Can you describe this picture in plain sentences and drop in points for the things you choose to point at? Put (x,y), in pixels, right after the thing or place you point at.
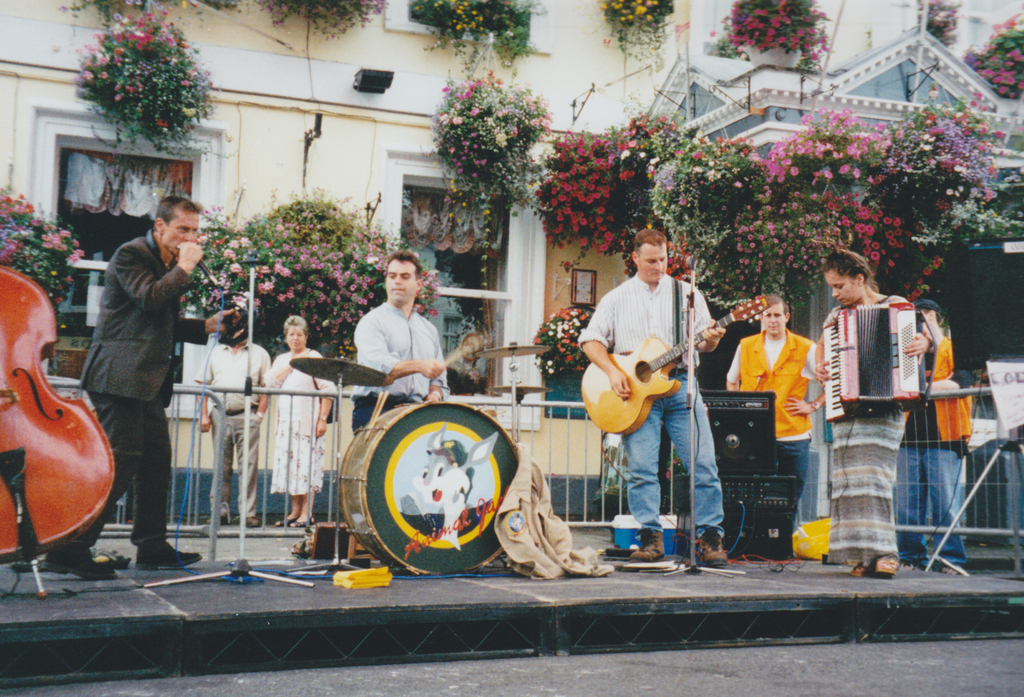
In this image there is a person (108,389) standing and singing a song, another person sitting and playing the drums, another person (705,437) standing and playing guitar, another person (864,524) standing and playing a musical instrument (868,334), in the background (767,336) there are group of people (318,352) standing, speaker (780,512), trees (761,188), light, building (963,30).
